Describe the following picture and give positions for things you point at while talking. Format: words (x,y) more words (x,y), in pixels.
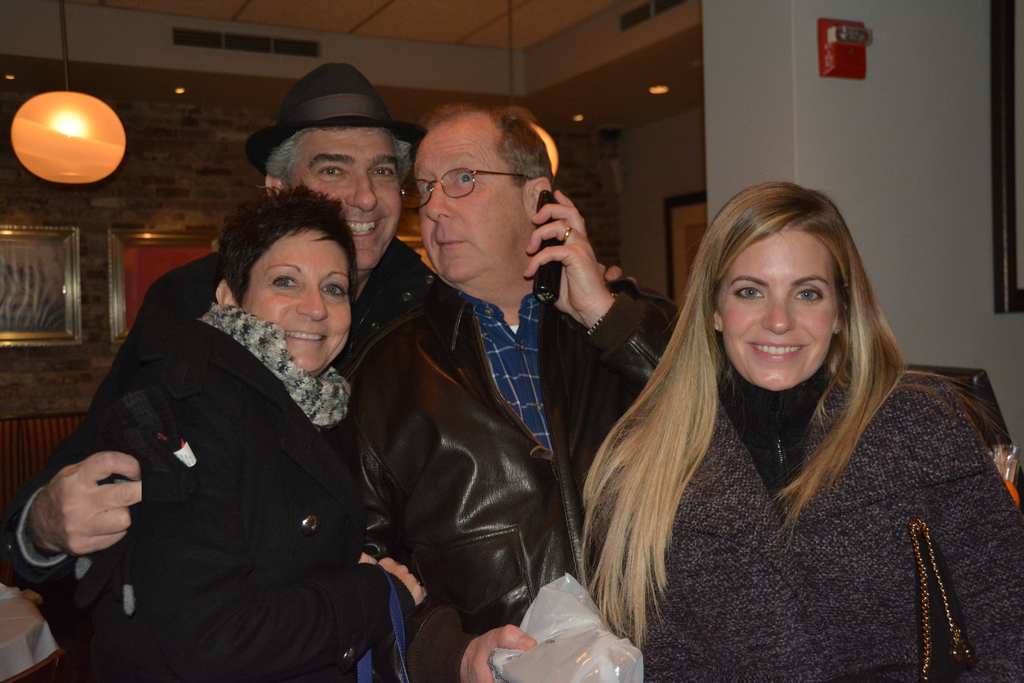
In this image in the front (320,374) group of persons (343,396) standing and smiling. In the background (77,147) there is light (89,132) hanging and on the wall (86,258) there are frames (132,254) and there is a sofa (32,436). On the left side (19,646) there is a table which is covered with a white colour cloth (22,634).
